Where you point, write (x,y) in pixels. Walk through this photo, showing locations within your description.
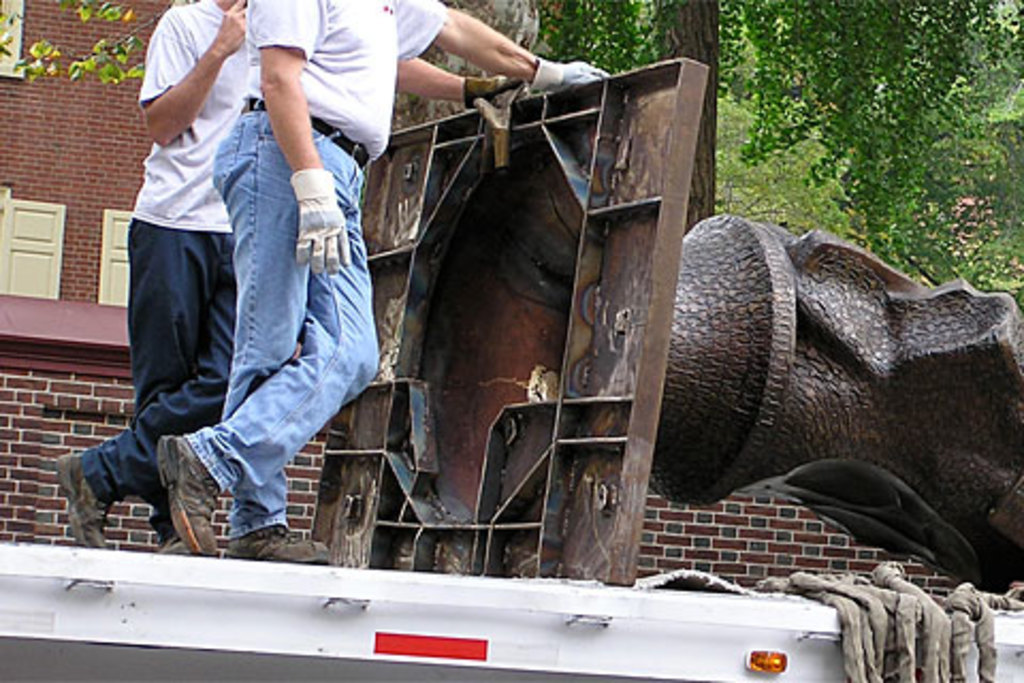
In this image I can see two persons (211,246) are standing on a white colour thing (300,568). I can see both of them are wearing gloves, shoes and white colour t shirts (172,182). On the right side of this image (761,443) I can see a sculpture (815,295) and in the background (11,261) I can see a building (80,41) and few trees (849,183). I can also see few clothes (833,594) on the bottom right side of the image (888,585).
